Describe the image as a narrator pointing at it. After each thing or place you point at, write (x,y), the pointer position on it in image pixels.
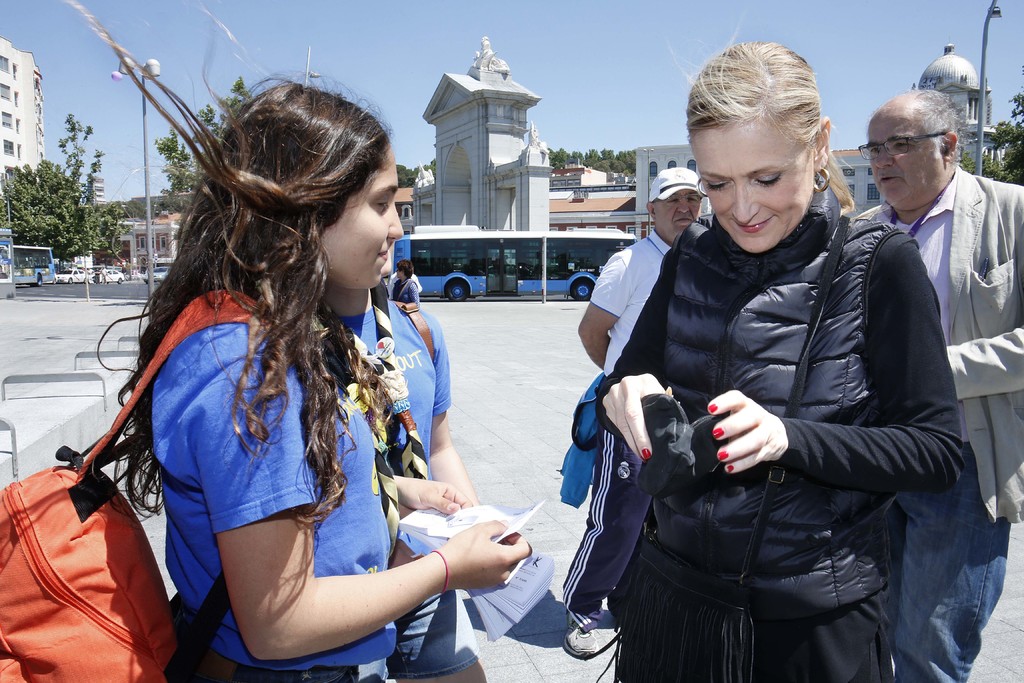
There are few persons (751,414) and vehicles (31,254) on the road (515,358). Here we can see poles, trees (114,234), and buildings (11,115). In the background (57,121) there is sky (629,105).
